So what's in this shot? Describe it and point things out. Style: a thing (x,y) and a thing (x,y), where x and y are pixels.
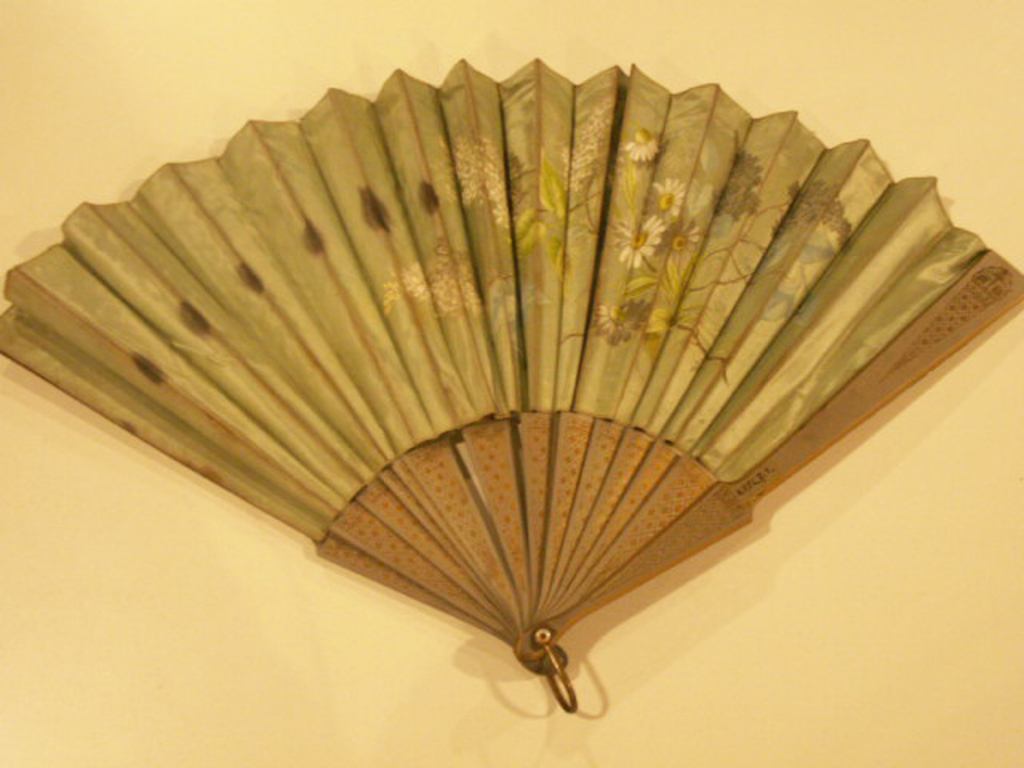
In the center of the image (396,335) there is a hand fan (611,569) placed on the plain surface (642,654).
